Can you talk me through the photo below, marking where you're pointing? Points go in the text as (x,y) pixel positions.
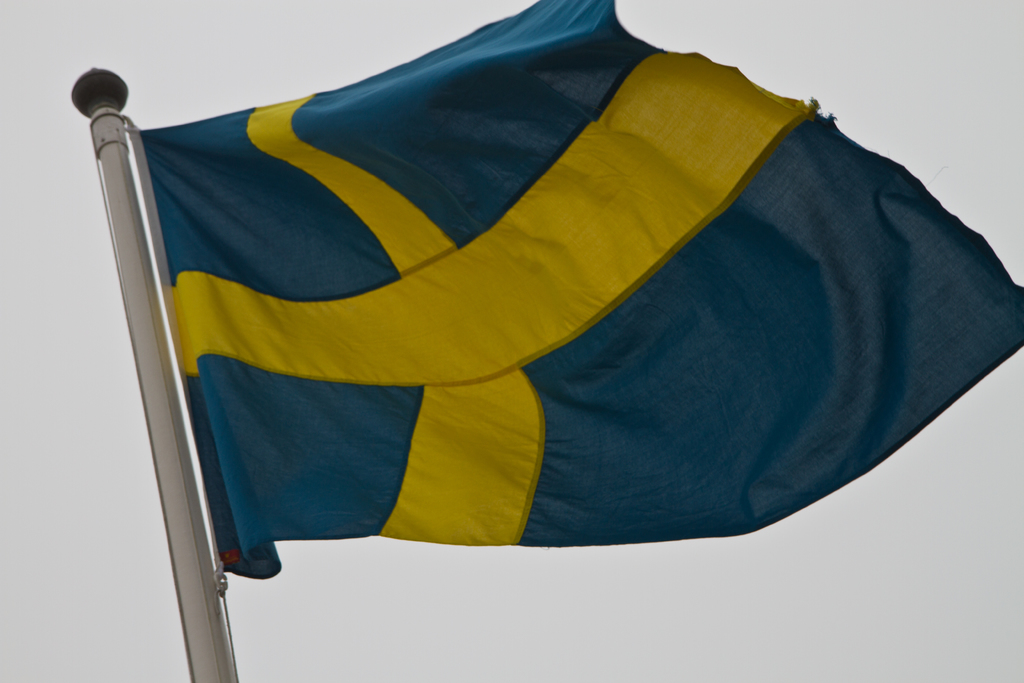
In front of the image there is a flag (541,495). In the background of the image (42,230) there is sky (239,36).
